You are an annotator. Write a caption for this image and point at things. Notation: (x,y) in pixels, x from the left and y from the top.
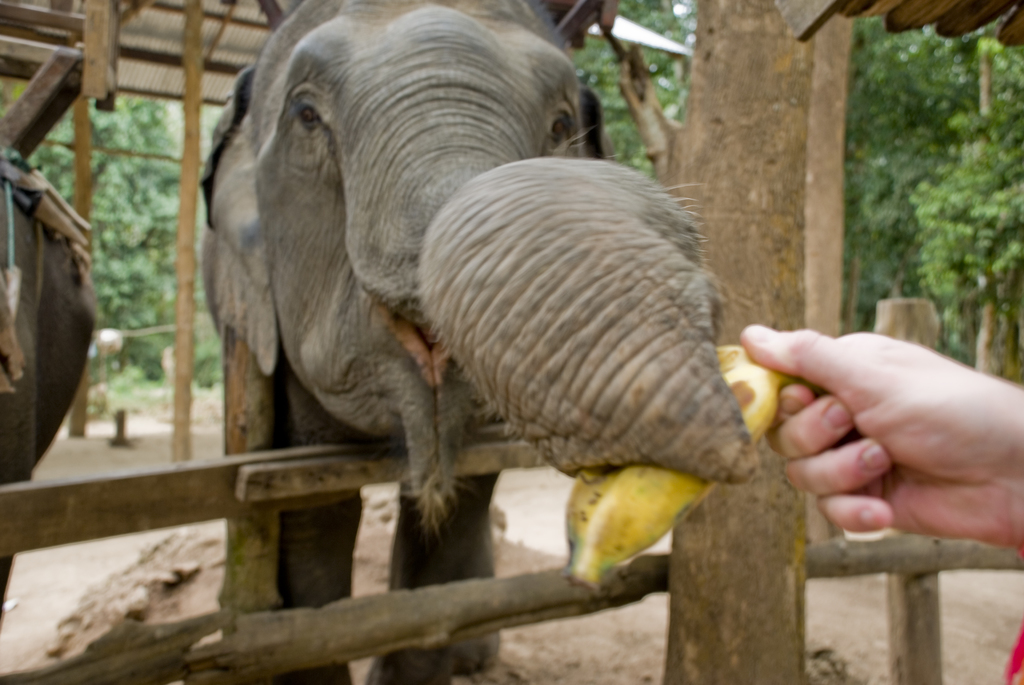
In this picture we can see elephants (288,528) on the ground (127,422), here we can see a fence (251,485), person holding a banana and in the background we can see a shed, trees (1020,80).
